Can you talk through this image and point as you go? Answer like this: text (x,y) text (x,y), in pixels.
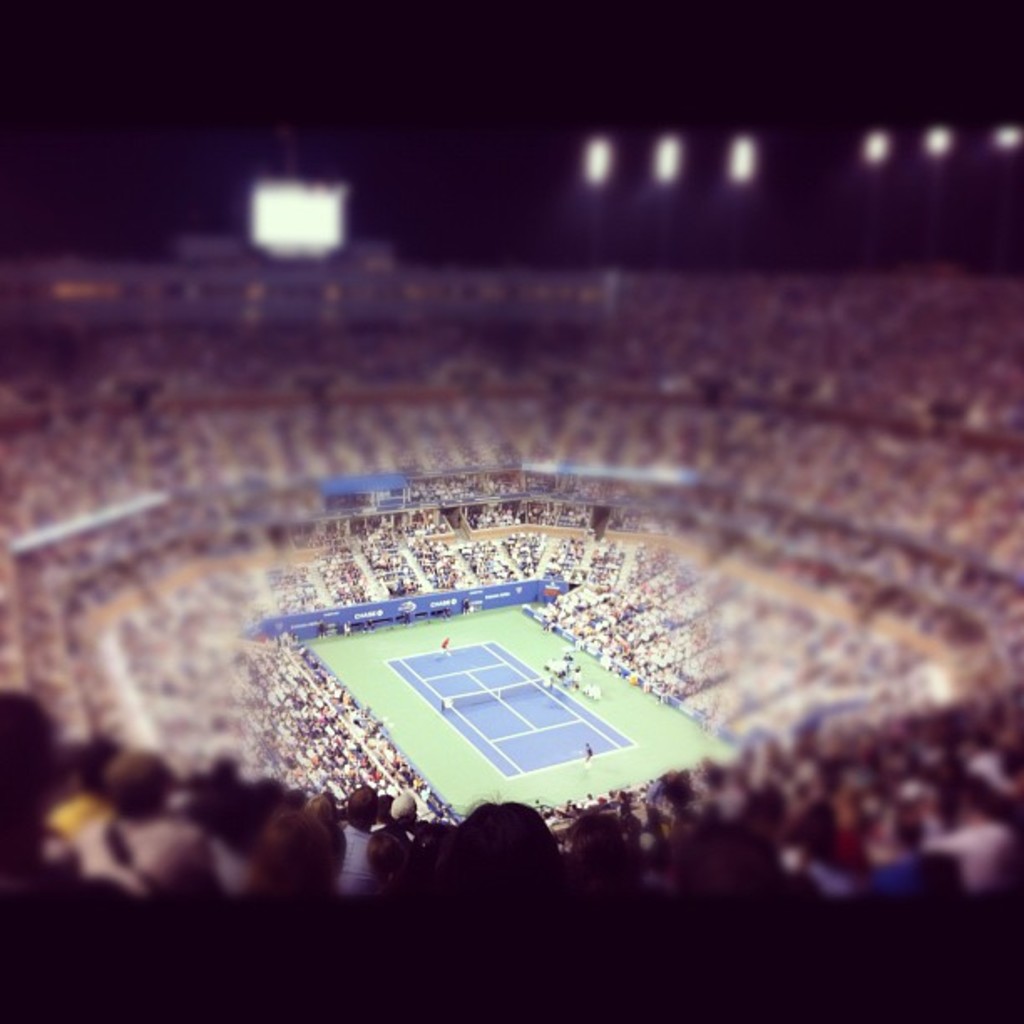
In this picture, we can see a view from the stadium (455,797), we can see a few people (462,553), posters (453,605), ground (514,668), lights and the blurred background (757,327).
